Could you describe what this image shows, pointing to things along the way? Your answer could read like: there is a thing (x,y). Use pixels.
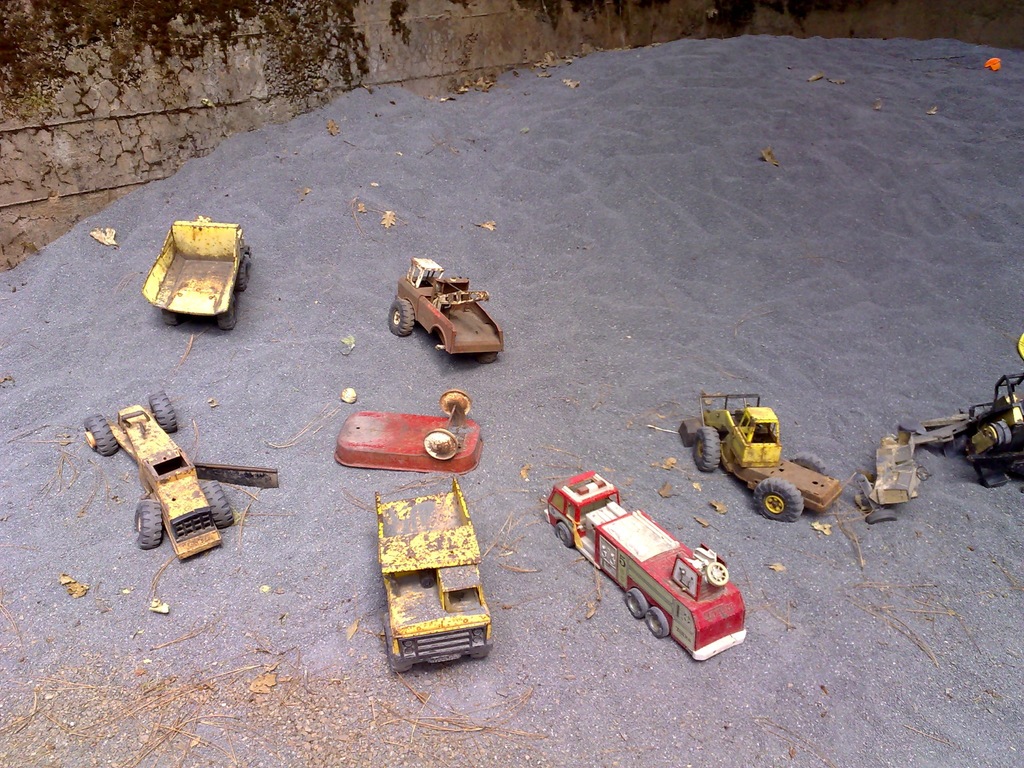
In the image I can see the ground (752,294) and few toy vehicles (725,442) which are red, white, black and yellow in color on the ground (285,348). In the background (155,82) I can see the wall (320,41).
